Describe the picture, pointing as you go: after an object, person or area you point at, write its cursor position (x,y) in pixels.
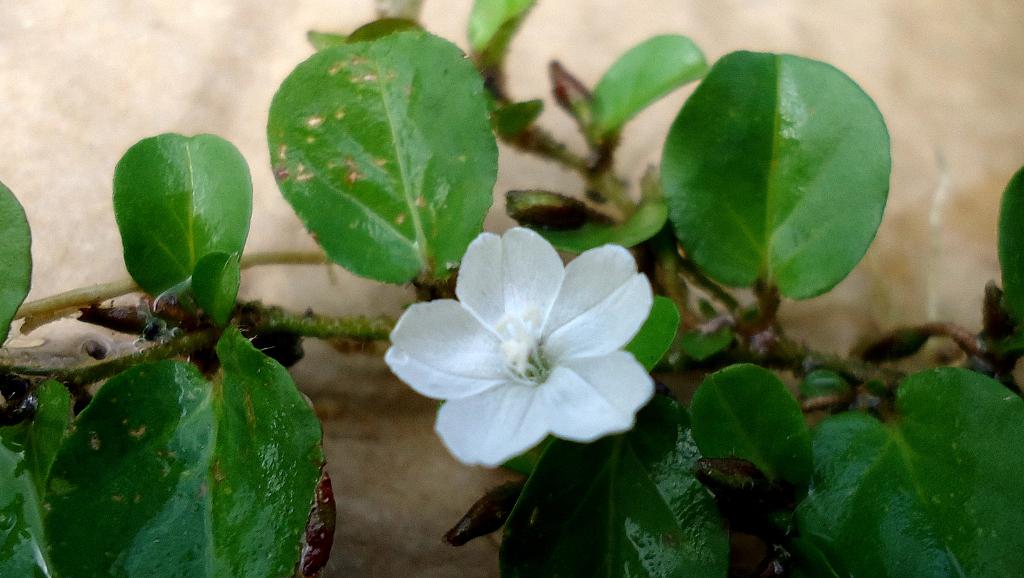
In this picture we can see a white color flower (542,365) and some leaves (467,205), there is a blurry background (931,68).
